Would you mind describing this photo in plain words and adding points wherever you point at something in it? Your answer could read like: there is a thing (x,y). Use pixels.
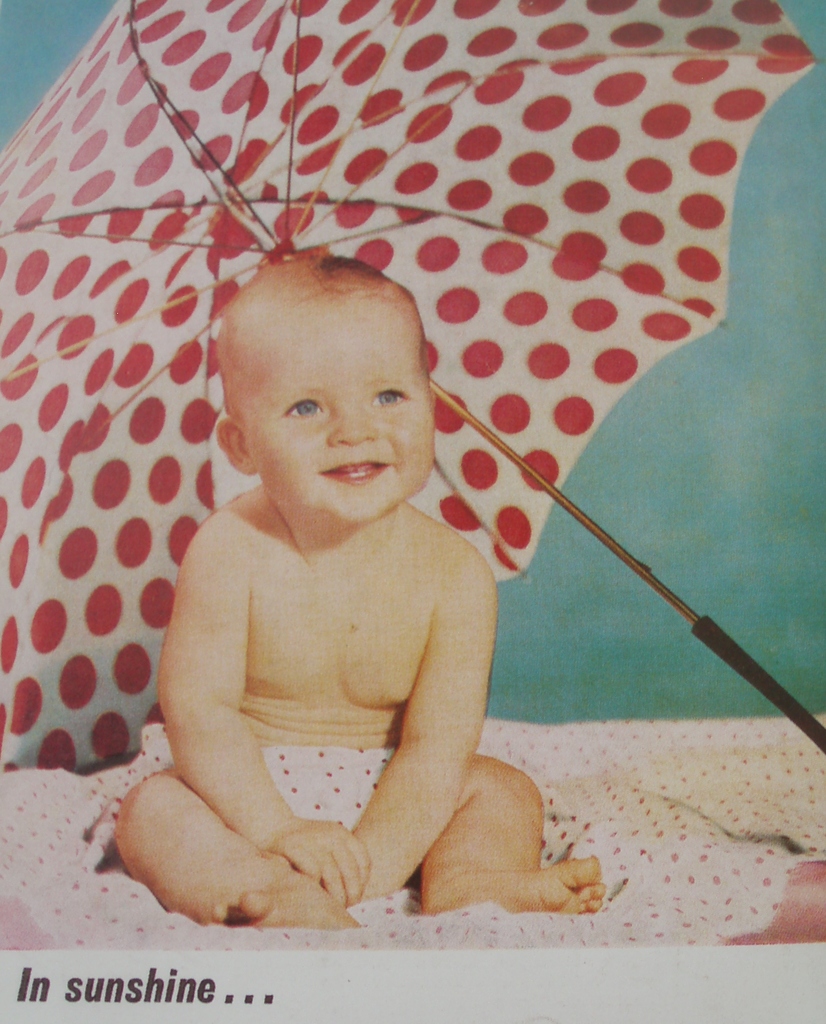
It is a poster. In this image there is a boy (334,608) sitting on the bed (707,889). Behind him there is an umbrella (506,85). In the background of the image (715,501) there is a wall (742,504) and there is some text (25,967) at the bottom of the image (32,997).
